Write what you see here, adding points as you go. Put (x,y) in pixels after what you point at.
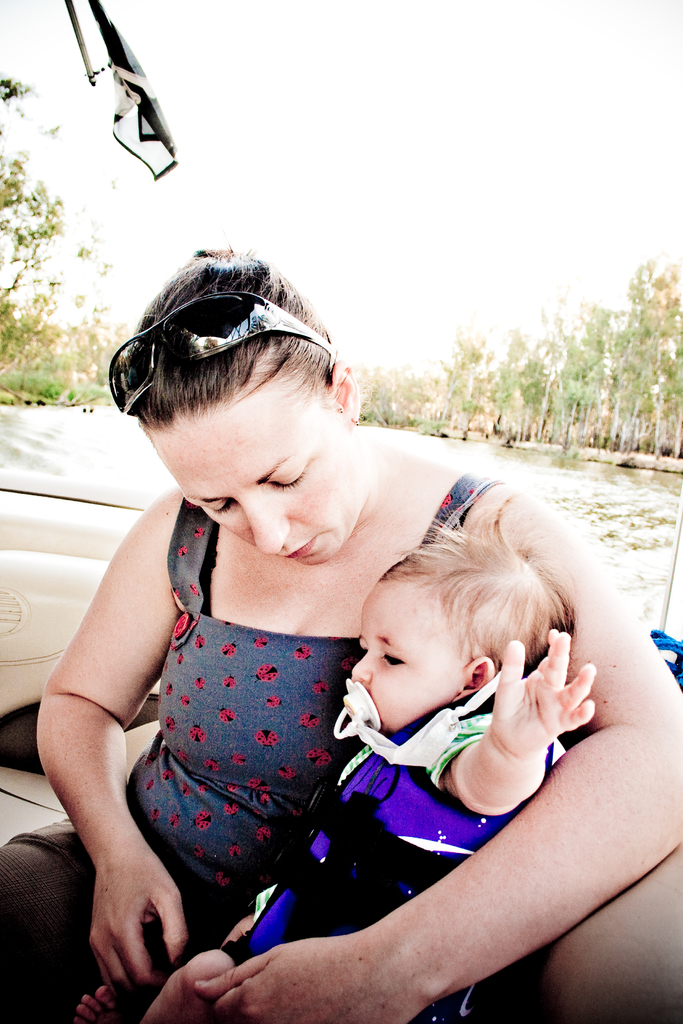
In this picture we can see a woman (205,535) sitting in the front (243,789) and holding the small baby (403,805) in her hand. Behind we can see some trees (432,399).
